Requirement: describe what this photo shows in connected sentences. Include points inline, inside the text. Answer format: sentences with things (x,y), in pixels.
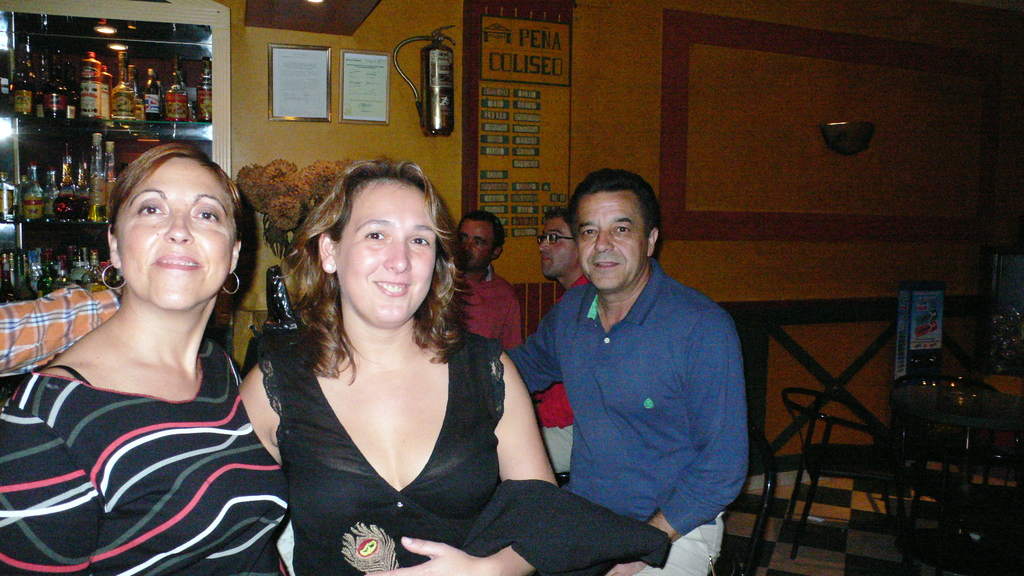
In the middle of the image (573,235) few people (623,242) are sitting and smiling. In the bottom right corner of the image (822,439) we can see some chairs (975,575) and tables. At the top of the image (687,50) we can see wall (383,28), on the wall (383,28) we can some frames (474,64), fire extinguisher (437,59) and cupboard (225,91). In the cupboard (141,4) we can see some bottles (47,63).
